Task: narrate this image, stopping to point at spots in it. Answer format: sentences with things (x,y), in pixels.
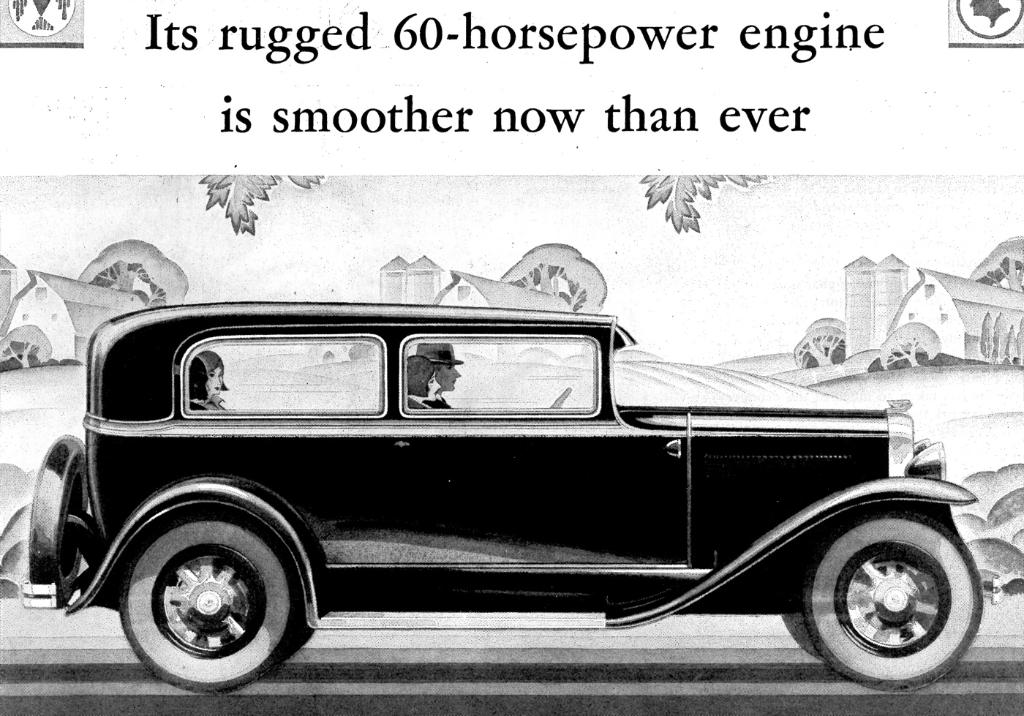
As we can see in the image is painting (139,614) of houses (506,294), trees (582,282), few people (423,353) sitting in black color car (468,505) and at the top (903,213) there is sky (55,206).
